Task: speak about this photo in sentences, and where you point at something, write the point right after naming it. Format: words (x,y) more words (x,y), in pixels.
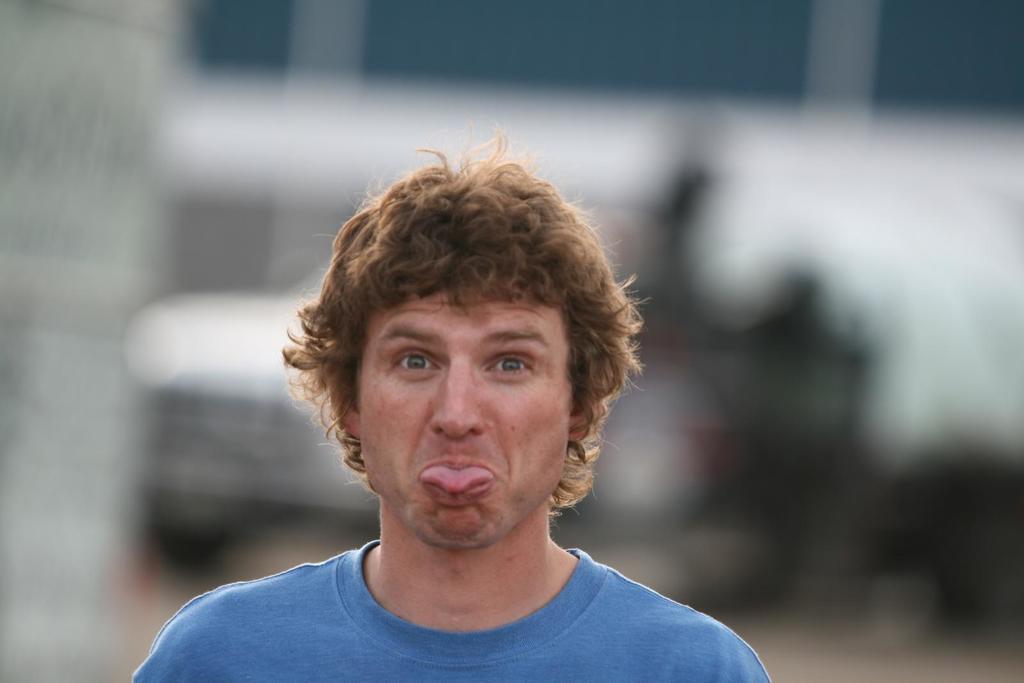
In the center of the image (530,407) we can see a man (407,621) and wearing blue t-shirt (369,646). In the background (282,443) the image is blur.
